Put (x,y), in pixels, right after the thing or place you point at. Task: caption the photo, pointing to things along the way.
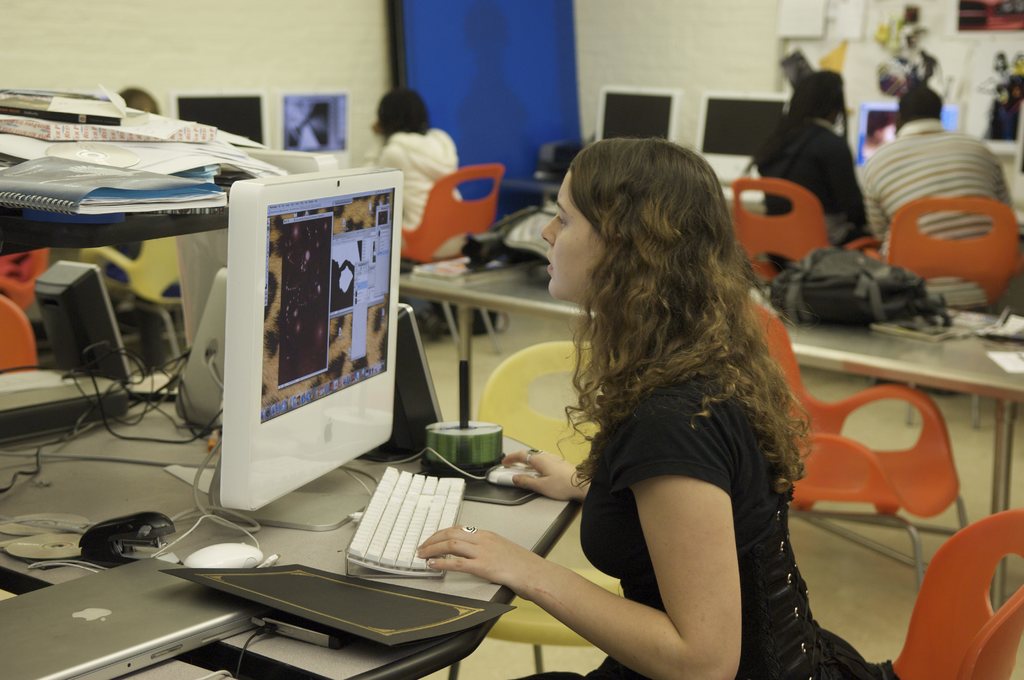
In this image I see a woman (729,646) who is sitting on the chair (925,651) and she in front of a monitor (303,243) and her hands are on the keyboard (433,530) and the mouse (524,477) and there are lot of things (218,261) on the desk (455,658). In the background (435,240) I see few people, chairs (466,228) and tables (1006,448).
